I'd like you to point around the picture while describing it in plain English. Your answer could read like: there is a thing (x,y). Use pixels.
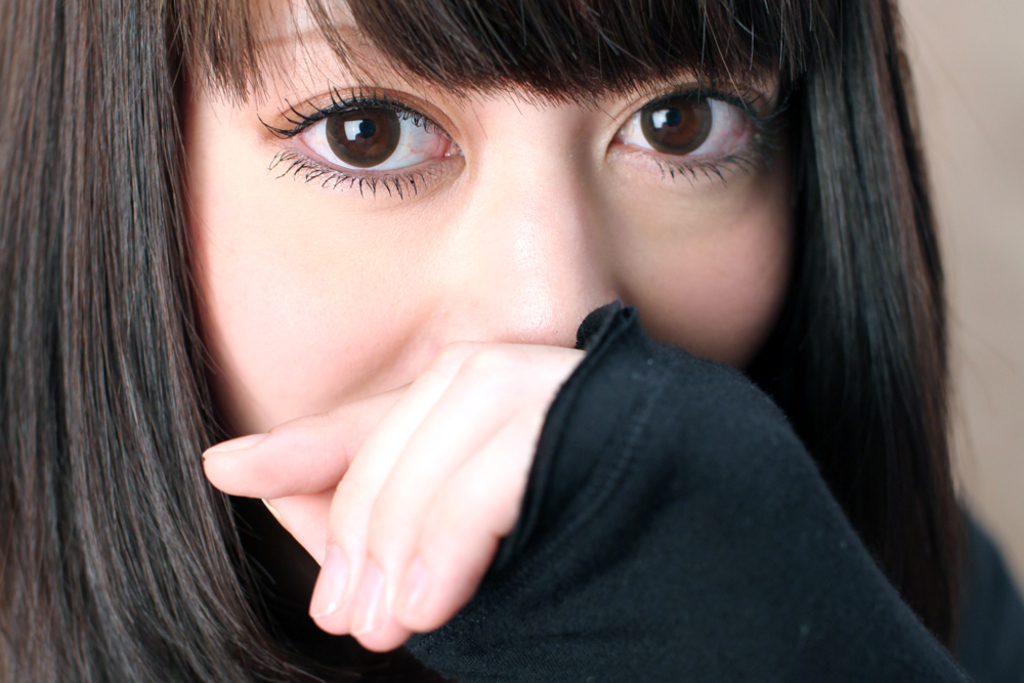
In this image we can see a woman (817,499) wearing a dress (710,454).
